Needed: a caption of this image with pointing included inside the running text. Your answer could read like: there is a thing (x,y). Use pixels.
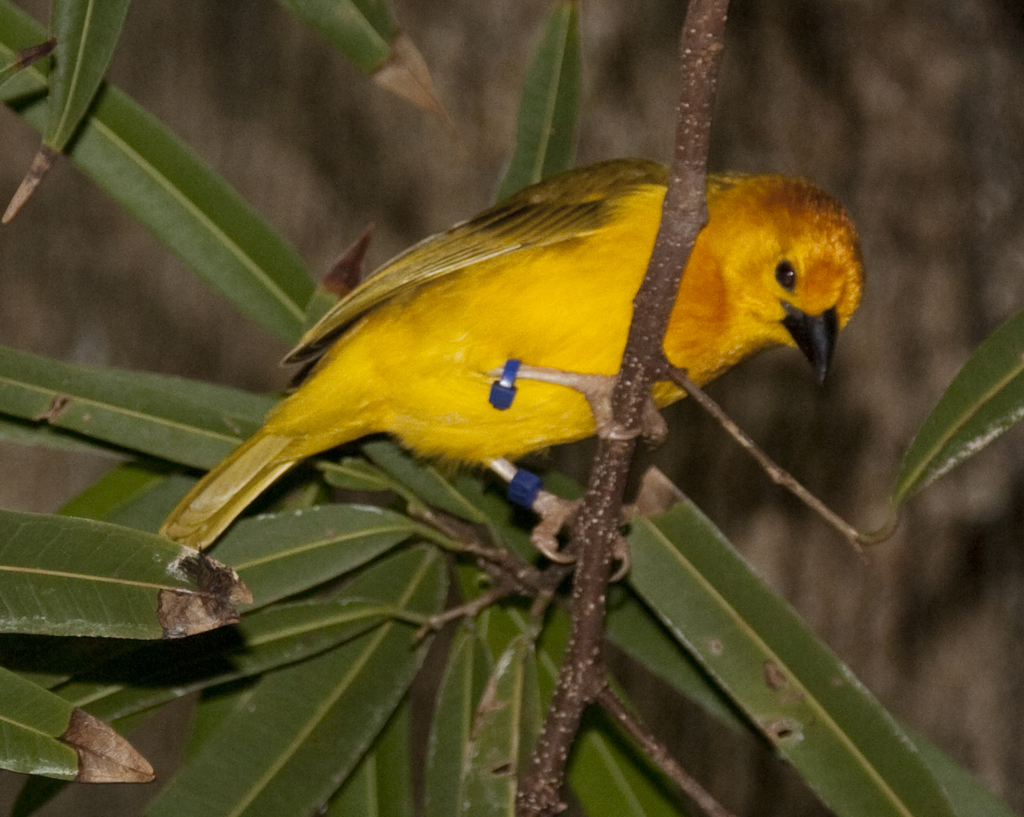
In the picture we can see a small bird (246,492) on the stem (709,5) with some leaves (54,109) to it and the bird (638,229) is yellow in color with a black color beak (809,338).
